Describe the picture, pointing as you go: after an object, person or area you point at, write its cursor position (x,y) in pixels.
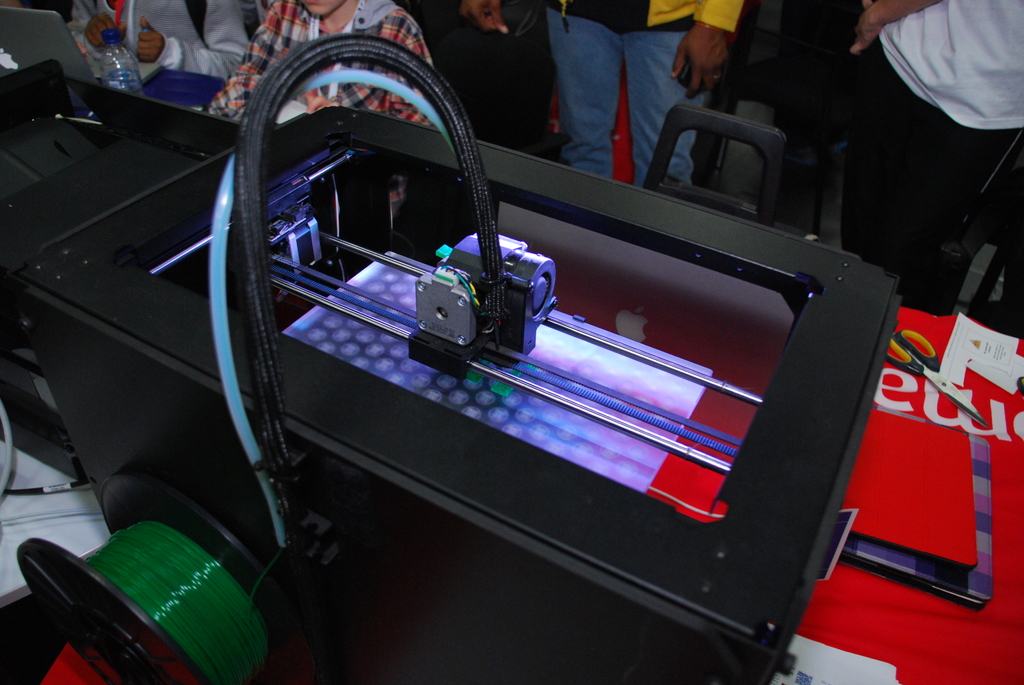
Here on the table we can see scissors (957,396), laptops (767,333), papers (981,350) and some electronic devices (148,302) and objects (18,299). In the background (192,53) there are few people (212,32), chairs (460,61) and a water bottle (124,75).
